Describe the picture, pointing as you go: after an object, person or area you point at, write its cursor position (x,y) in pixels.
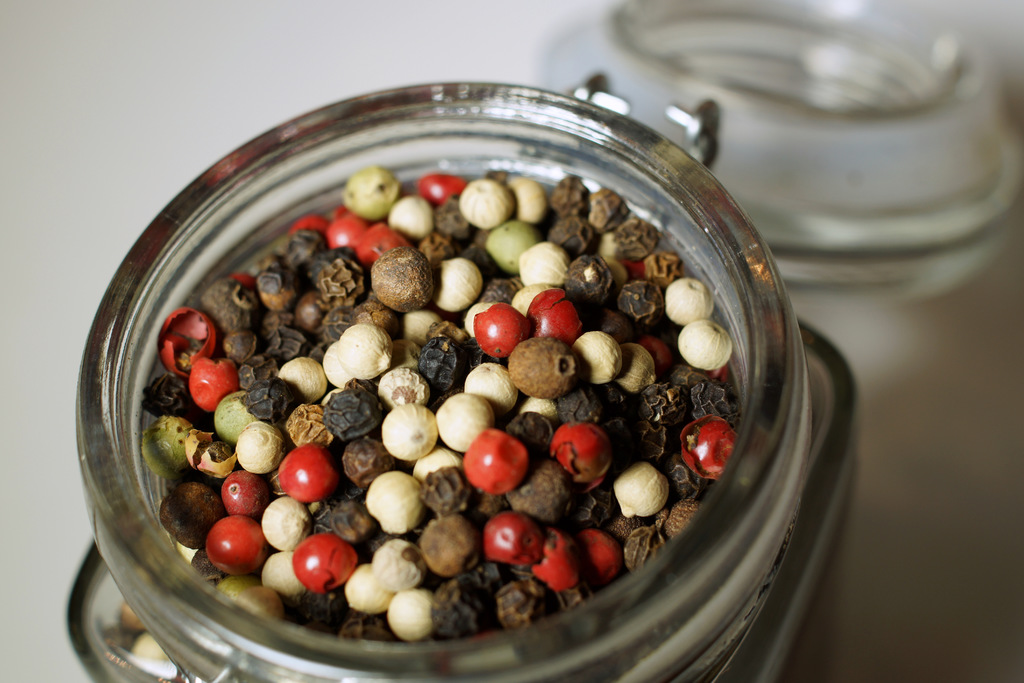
The picture consists of food items (379,284) in a glass jar (190,211). At the top (750,75) it is lid (816,124).
